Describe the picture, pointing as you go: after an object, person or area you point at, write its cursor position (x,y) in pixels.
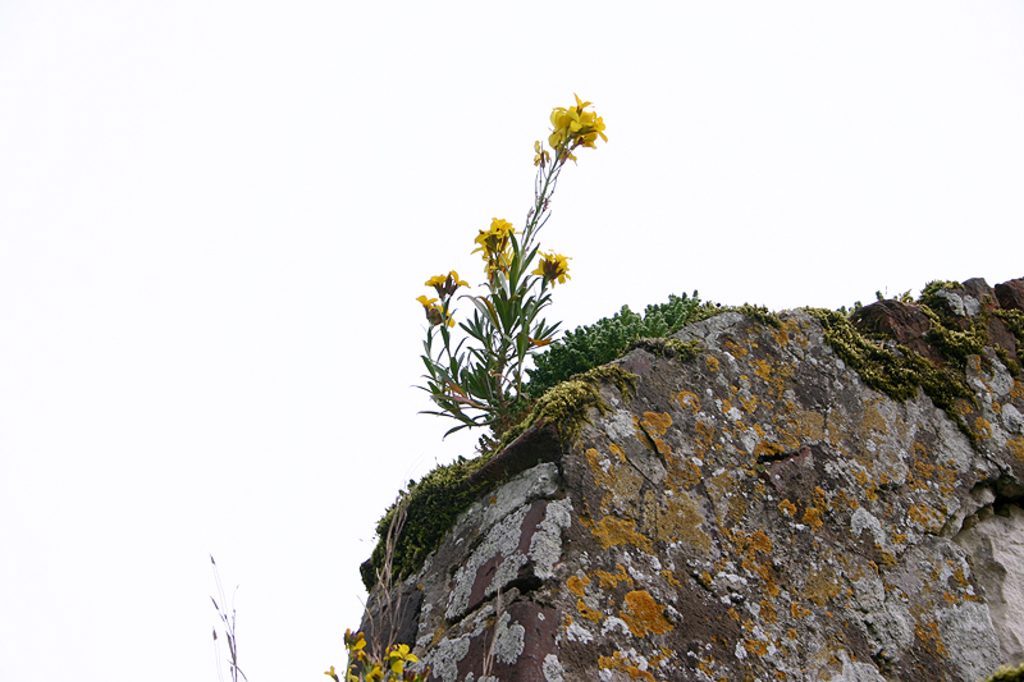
This picture is clicked outside. In the foreground (616,596) we can see the flowers (535,221), green leaves (561,344) and the rocks (812,357). In the background (481,60) we can see the sky (147,212).
